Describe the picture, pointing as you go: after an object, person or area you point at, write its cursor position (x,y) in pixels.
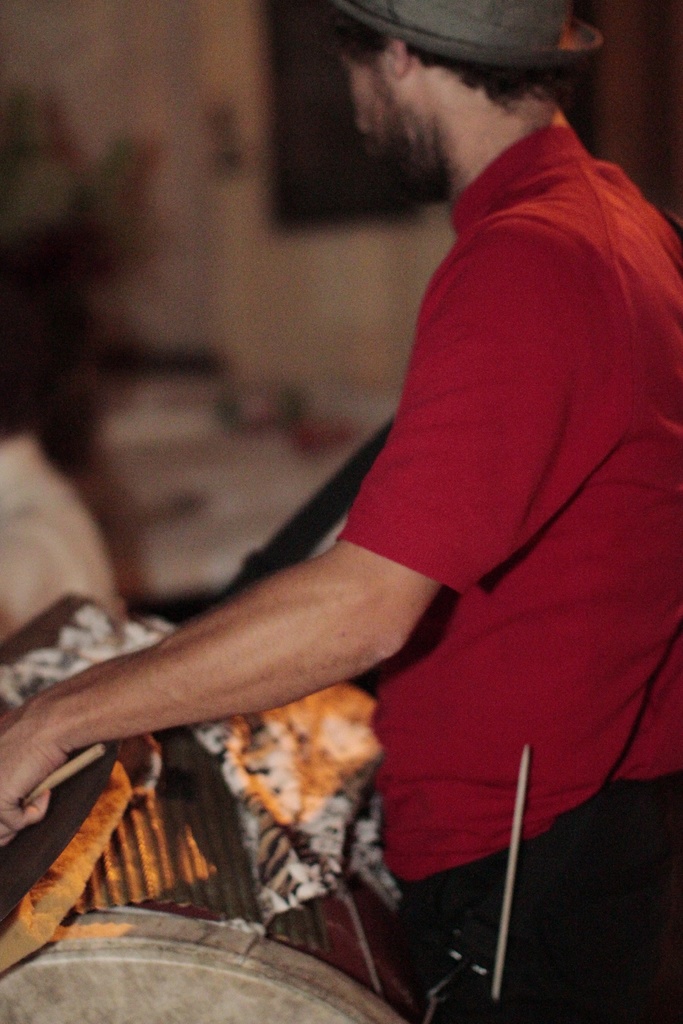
In the image we can see a man (478,701) standing, wearing clothes (524,568), hat (454,53) and holding drum sticks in hand (32,813). Here we can see musical instrument (134,1000) and the background (162,312) is blurred.
